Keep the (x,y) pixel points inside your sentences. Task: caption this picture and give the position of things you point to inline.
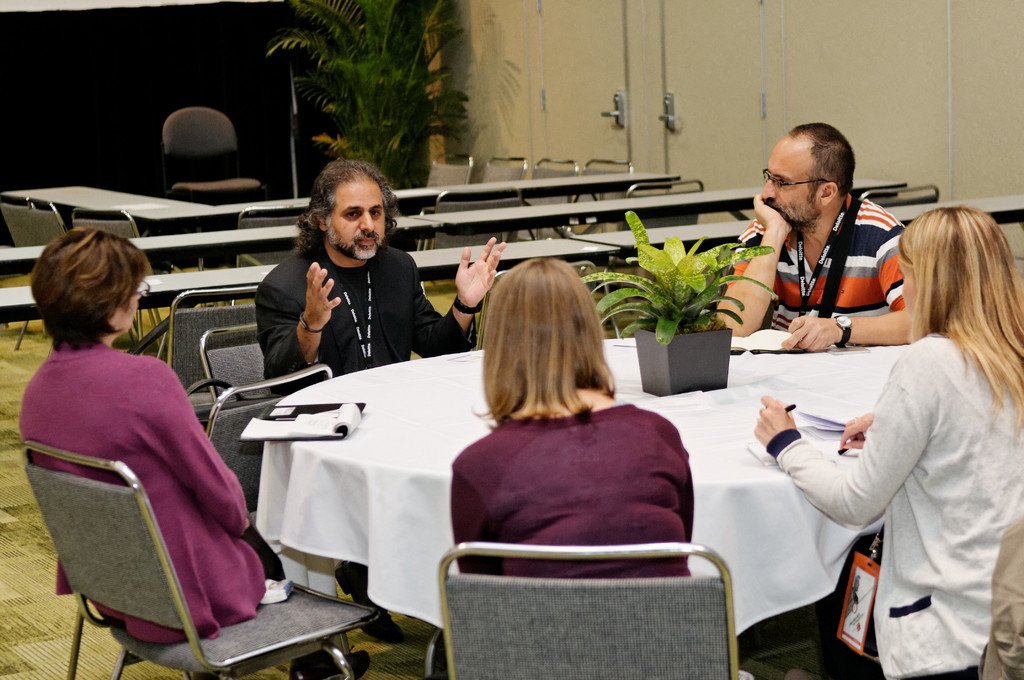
This picture shows a group of people (93,368) seated on the chair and a man (353,253) speaking and we see a plant (666,331) on the table (737,392) and we see a book (326,403) and we see few chairs (211,181) and tables (564,206) on the side and we see a plant (395,162) on the corner of the room (453,91).
